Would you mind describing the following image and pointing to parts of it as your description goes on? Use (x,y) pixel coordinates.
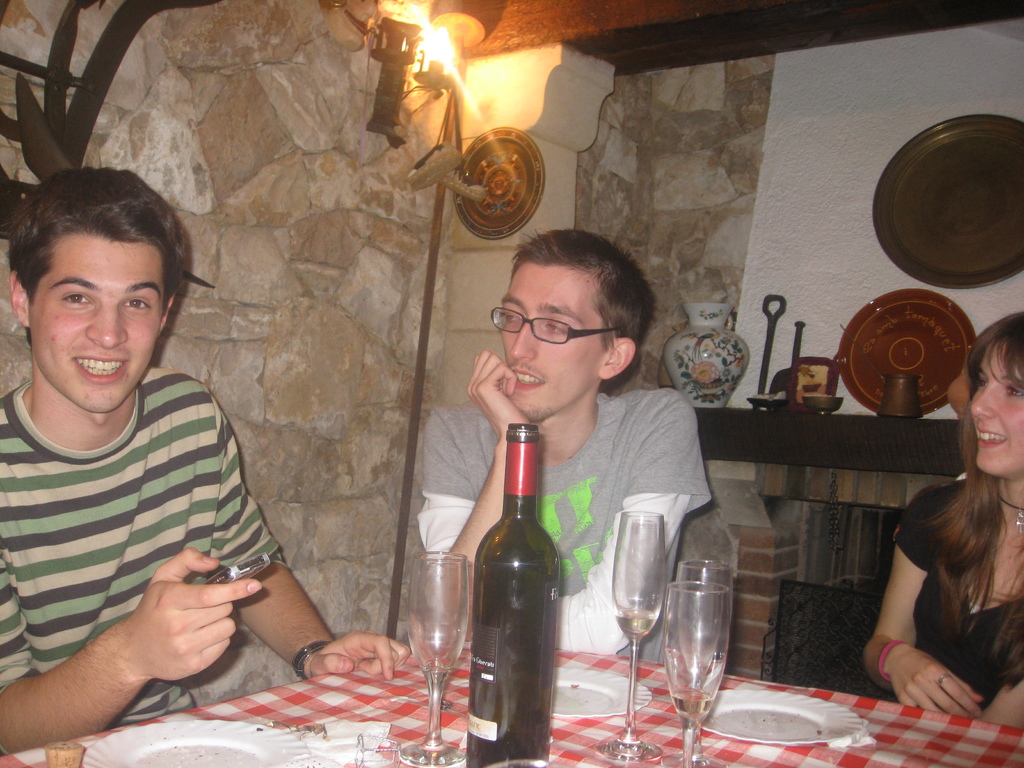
In the image there are men (178,504) and women (1017,530) sit in front of dining table (879,708) with wine glass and plates (780,729) on it. It seems to be dining room (464,720), In the background (1008,234) there are plates (922,220), jar (717,370) and light (444,88) over the top.
